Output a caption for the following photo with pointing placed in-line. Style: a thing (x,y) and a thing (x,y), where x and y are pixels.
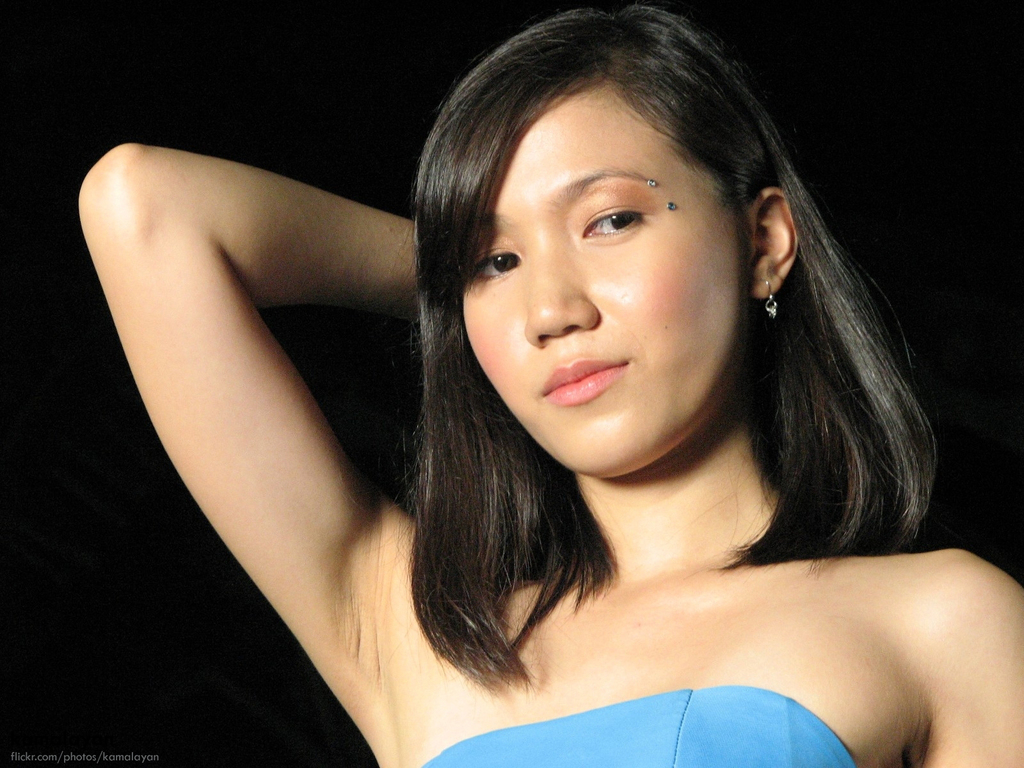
In this image there is a person (452,525) standing, there is text (53,754) towards the bottom of the image (83,754), the background of the image (295,78) is dark.
